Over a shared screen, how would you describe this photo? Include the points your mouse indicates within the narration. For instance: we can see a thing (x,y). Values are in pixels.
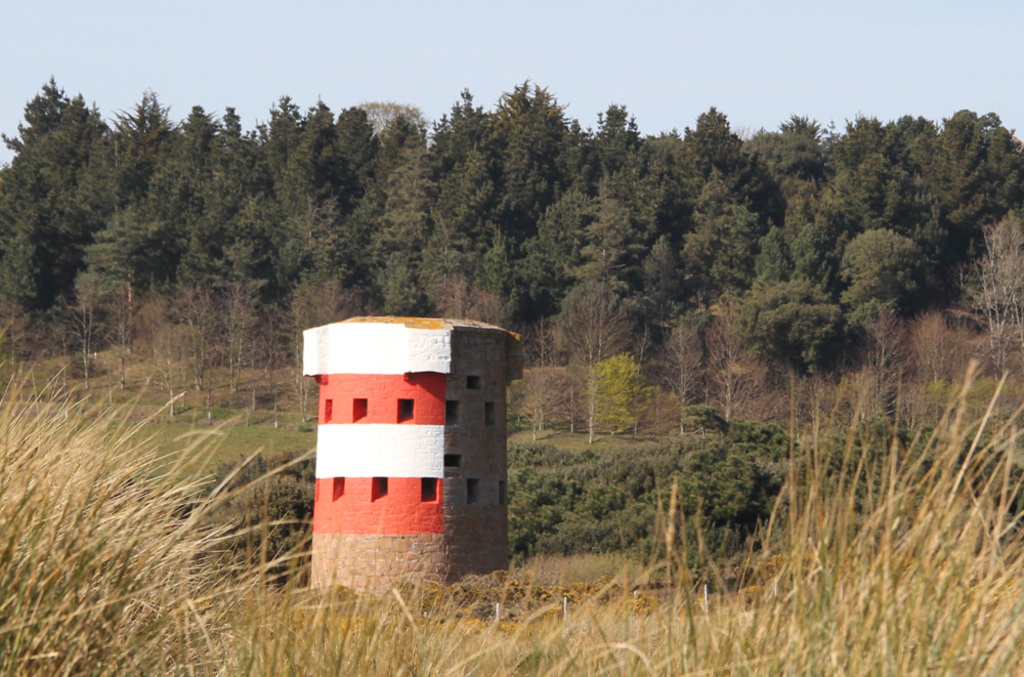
There is tower (428,370) which is having windows (330,408) on the ground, on which, there is grass (608,558), there are plants (216,508) and trees (622,225). In the background (210,43), there is a blue sky (773,48).
